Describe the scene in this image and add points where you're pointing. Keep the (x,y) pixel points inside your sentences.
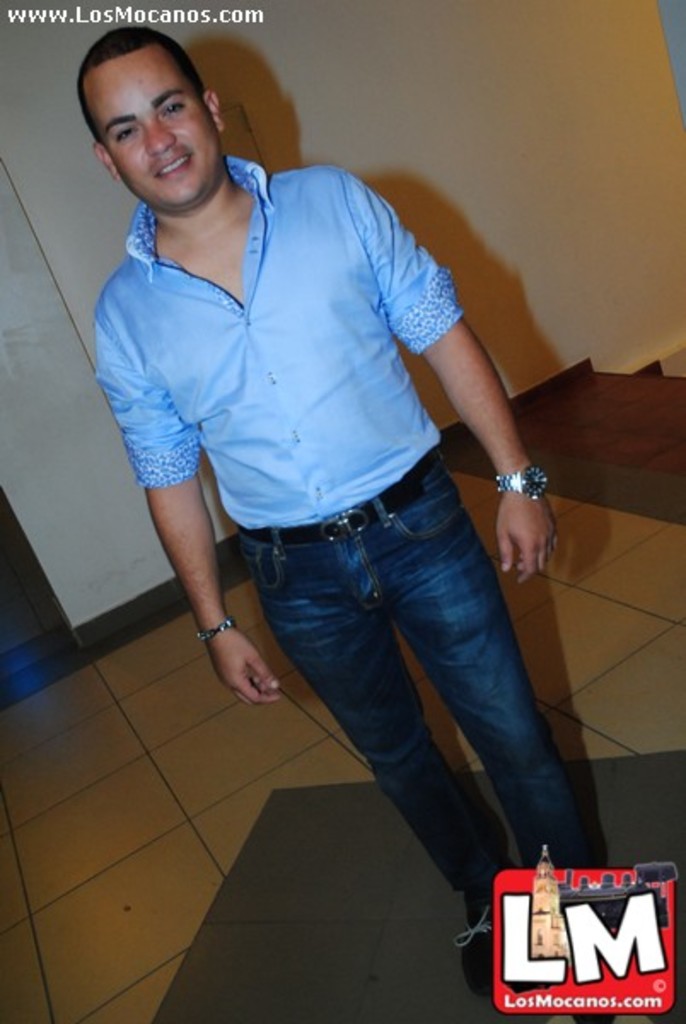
In the middle of the image (453,348) a man (353,260) is standing and smiling. Behind him there is a wall (246,79). Bottom right side of the image (583,878) there is a logo (666,903).
